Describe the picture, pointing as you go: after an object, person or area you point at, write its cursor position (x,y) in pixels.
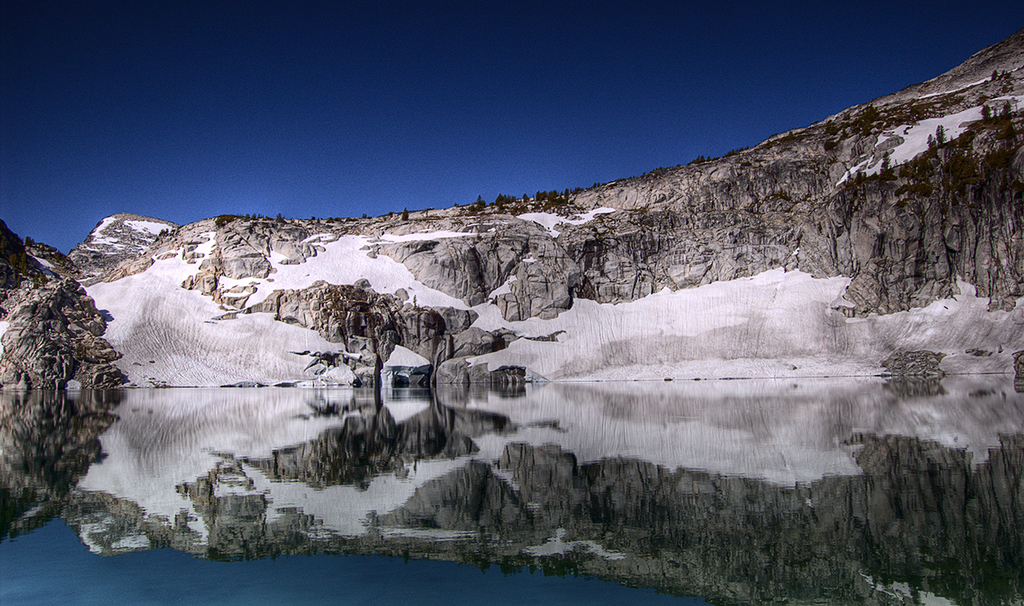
In the image there is a lake (491,579) in the front (395,438) with a hill (395,294) behind it covered with snow (137,225) and above its sky (328,73).
